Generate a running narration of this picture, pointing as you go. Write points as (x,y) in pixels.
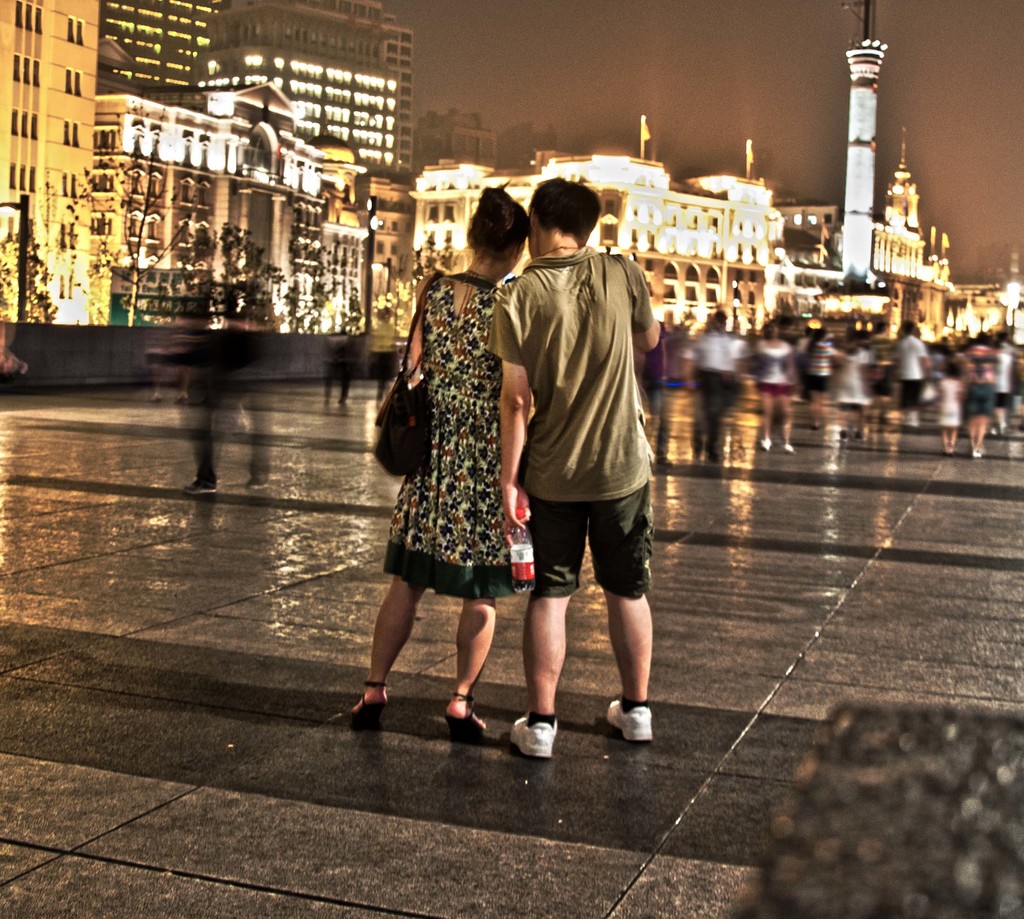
In this image in the foreground (484,376) there are two persons (552,594) who are standing, and in the background (927,365) there are a group of people (847,374) who are walking and also we could see some buildings (747,240), trees (8,255) and some lights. At the bottom (274,703) there is a walkway (273,621).
